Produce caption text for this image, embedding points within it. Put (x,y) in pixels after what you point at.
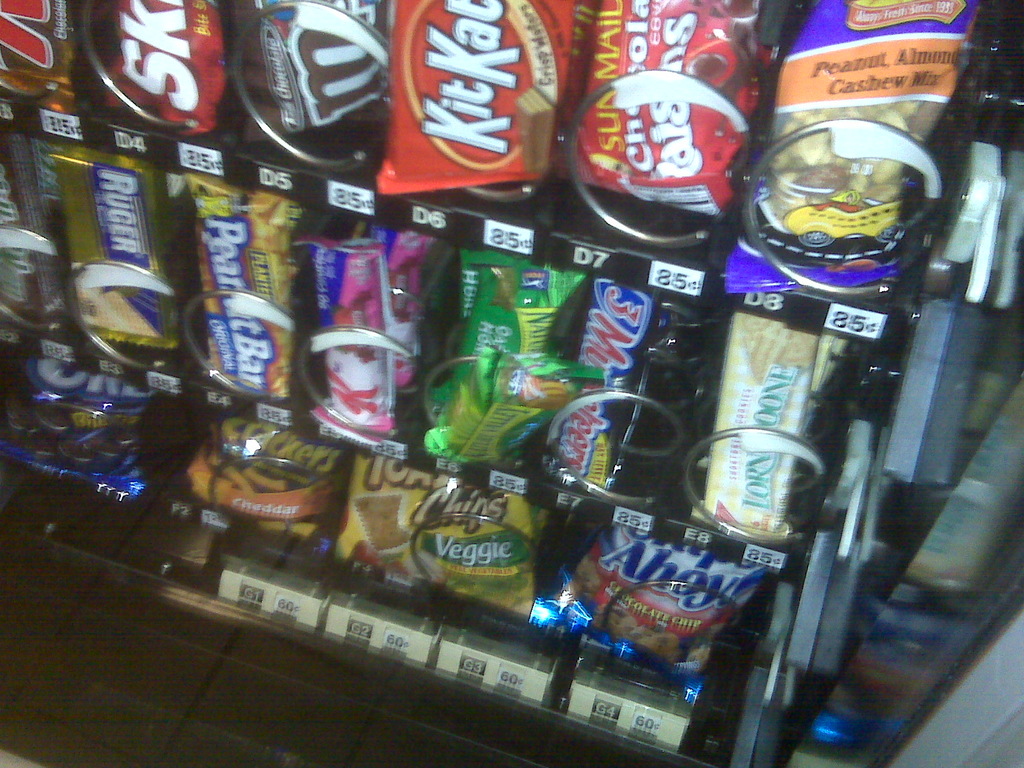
In this image there are so many food items (323,264) are arranged in the rack (373,149) and there are some labels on it.
